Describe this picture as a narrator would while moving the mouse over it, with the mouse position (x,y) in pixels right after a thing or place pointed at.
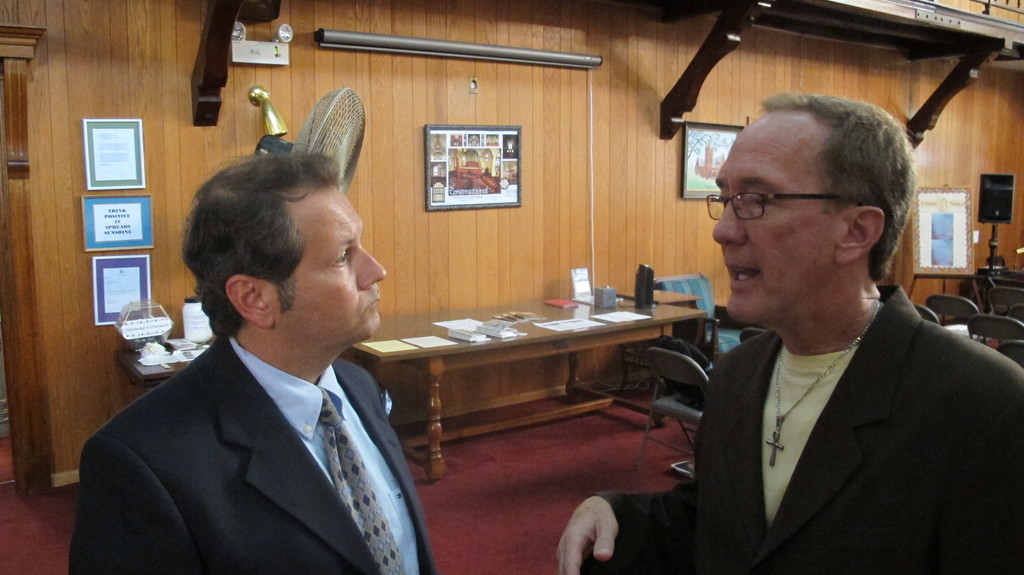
On the right (768,410) there is a man (818,474) he wear black suit (886,424) and t shirt (794,425). On the left (236,382) there is a man (279,481) he wear suit (205,445), shirt (297,394) and tie (363,521). In the back ground (545,336) there is a table (531,334), photo frame (479,171), poster (470,184), chairs (954,313) and wall (698,251).
